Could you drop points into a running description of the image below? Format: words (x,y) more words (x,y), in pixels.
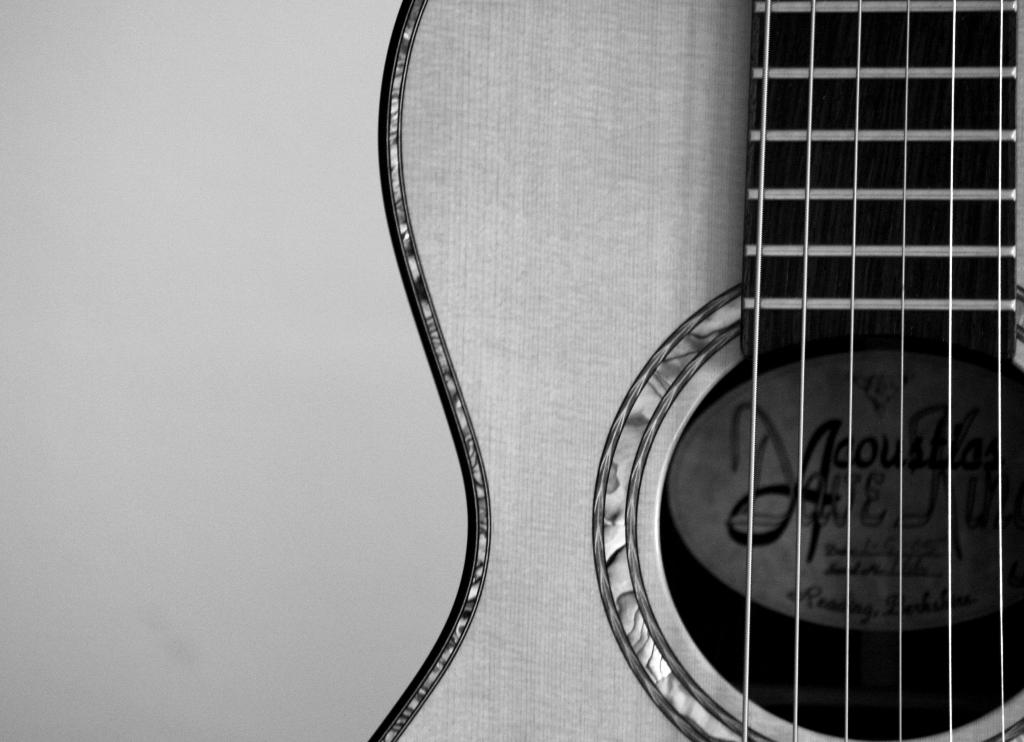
In this image I can see a guitar (520,483).
